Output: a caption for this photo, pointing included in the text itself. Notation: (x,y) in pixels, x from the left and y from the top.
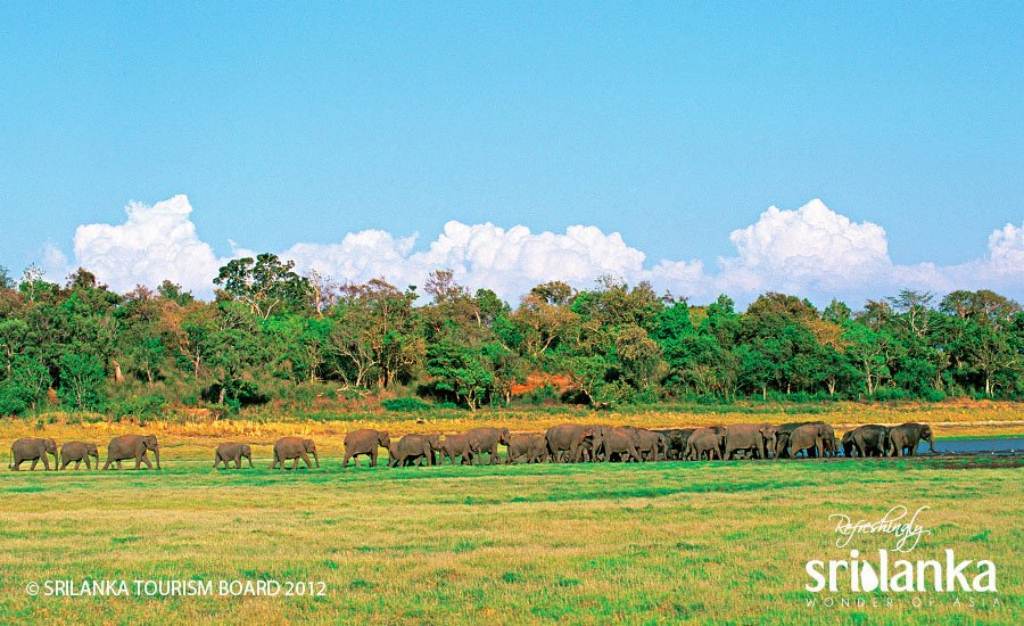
In this image we can see many trees (709,373) and plants (731,396). There is a blue and a slightly cloudy sky (614,248) in the image. There are many elephants (873,447) in the image. There is a grassy land (717,471) in the image. There is a lake (979,442) in the image.
